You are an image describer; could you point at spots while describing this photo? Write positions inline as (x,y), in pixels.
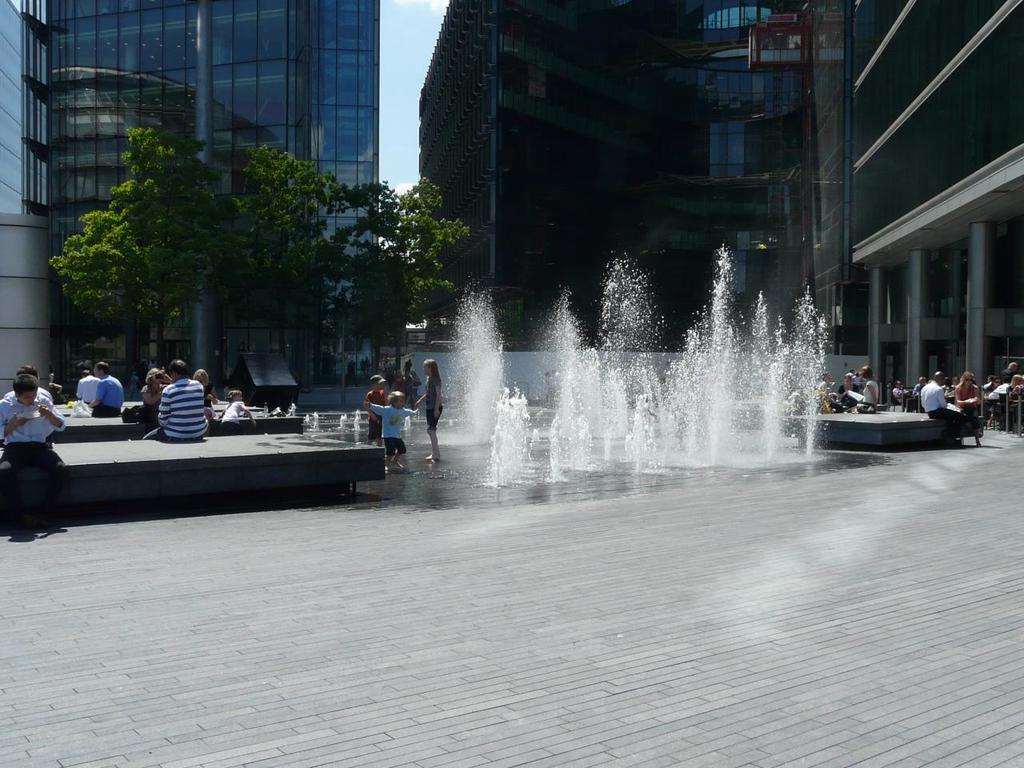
In this image there are three children (395,411) playing beside the fountain (506,446). There are some people (187,416) sitting on the platforms (190,451) on either side of the fountain (809,389). There are few trees (183,287) behind the fountain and buildings (44,259) in the surrounding.
